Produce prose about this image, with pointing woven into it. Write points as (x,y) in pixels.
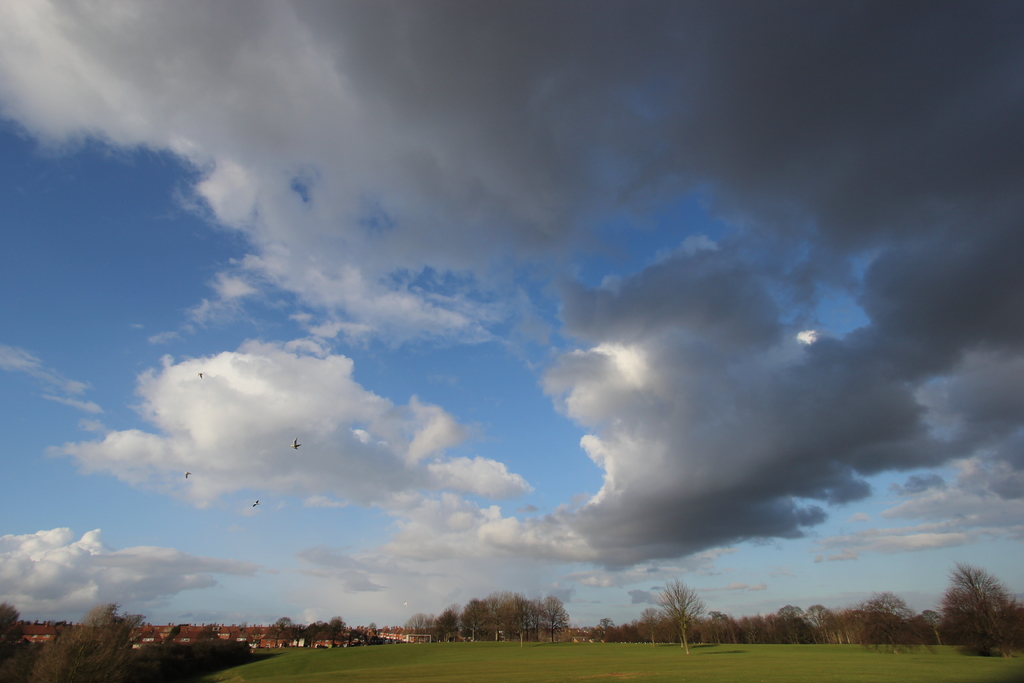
At the bottom of the image (496,670) there is a ground (265,648) with trees (677,611). Behind the trees (95,637) there are buildings (388,629). At the top of the image (512,216) there is a sky (258,336) with clouds (186,377) and also there are few birds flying in the sky (68,595).
